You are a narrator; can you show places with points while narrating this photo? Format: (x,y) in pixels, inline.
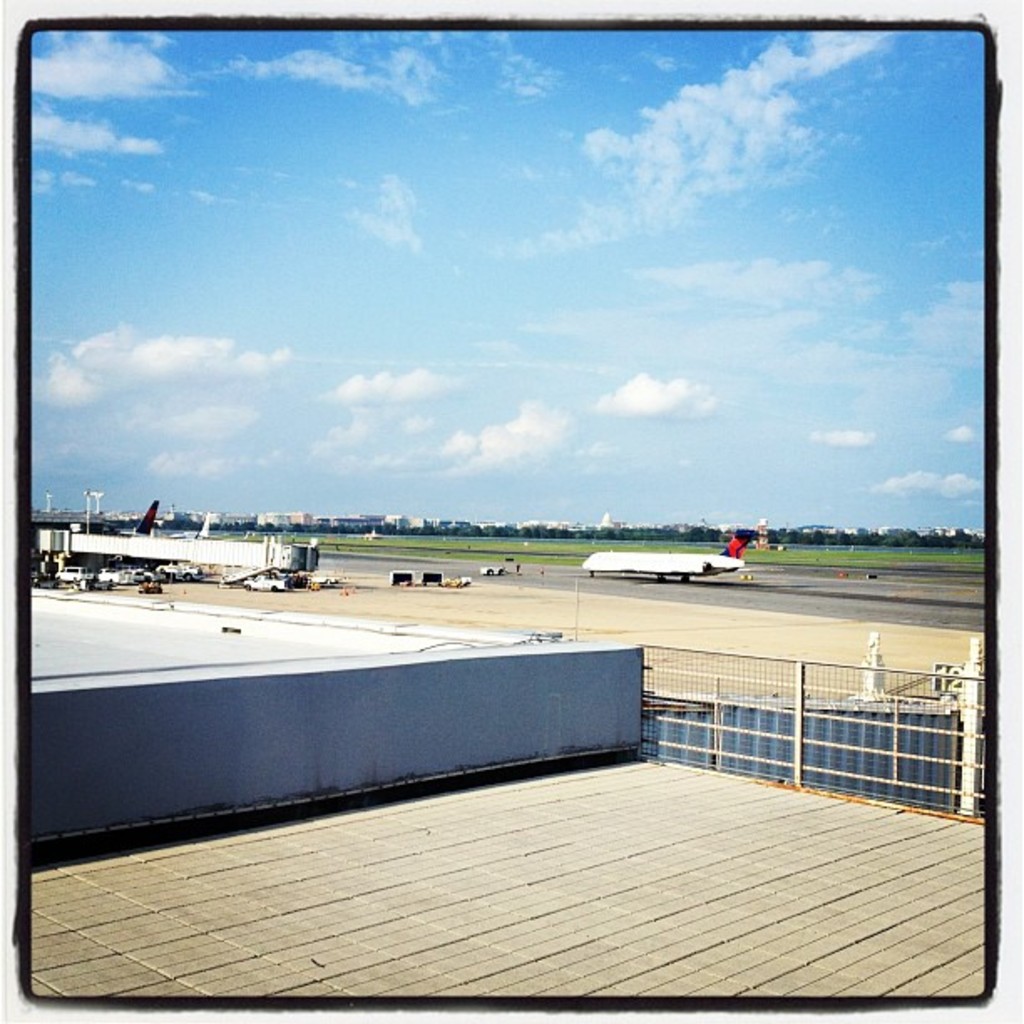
In this picture we can see a fence (809,718), and a container (819,724), in the background (590,566) we can see few vehicles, and an airplane (722,555) on the runway (756,586), and also we can see few buildings (392,522) and trees (546,533).
